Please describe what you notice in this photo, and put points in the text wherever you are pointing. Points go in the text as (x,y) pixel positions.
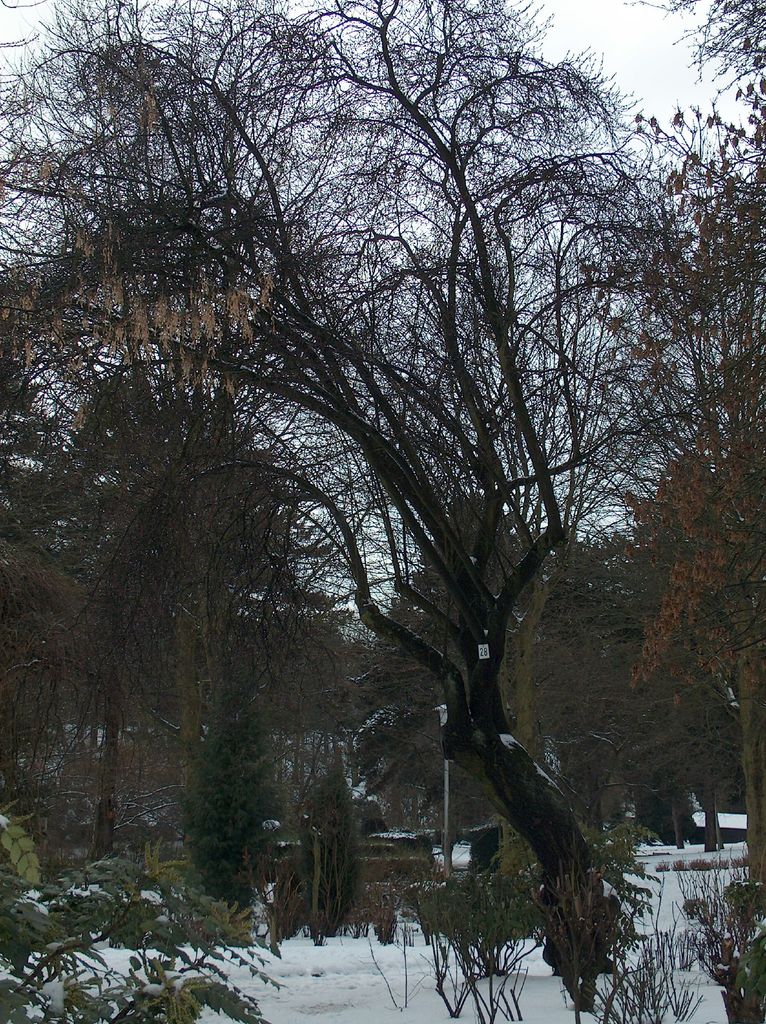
In this image, we can see trees (266,579) and there is a pole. At the bottom (339,964), there is a snow (291,980).
